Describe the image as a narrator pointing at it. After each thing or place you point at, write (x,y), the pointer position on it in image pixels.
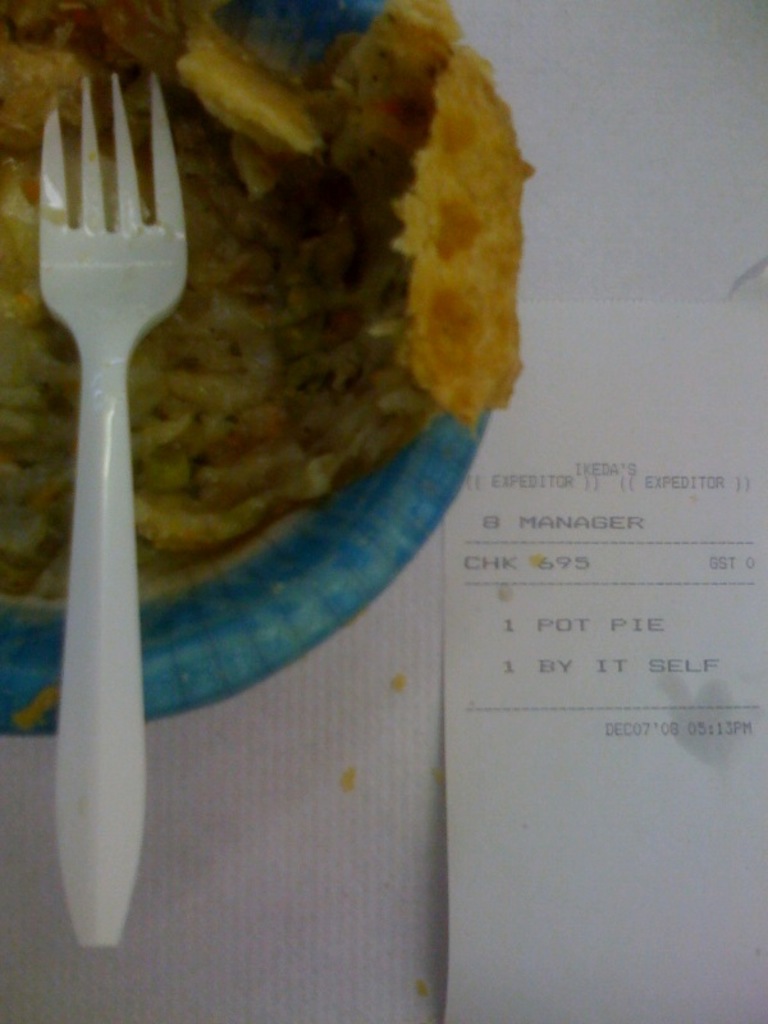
In this image I can see food (279,184) in the bowl (303,18), the food (270,299) is in brown color and the bowl (248,597) is in blue color. I can also see a fork (57,206) in white color, right side (522,819) I can see a paper (546,684) in white color.
